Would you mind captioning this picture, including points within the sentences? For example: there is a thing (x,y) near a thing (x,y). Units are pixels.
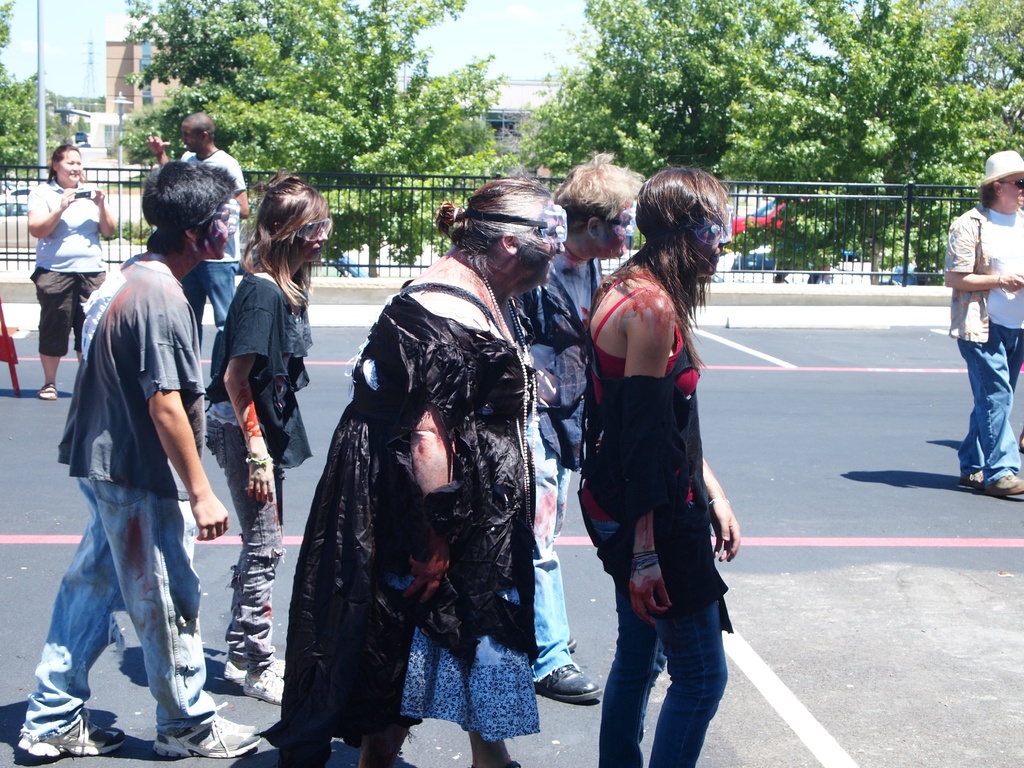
In this picture I can see a group of people (506,467) in the middle (449,509), they are wearing the Halloween (516,442), few persons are standing on either side of this image. In the background (953,214) there are trees (475,163), buildings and an iron grill (411,214). At the top (561,28) I can see the sky (561,27).
